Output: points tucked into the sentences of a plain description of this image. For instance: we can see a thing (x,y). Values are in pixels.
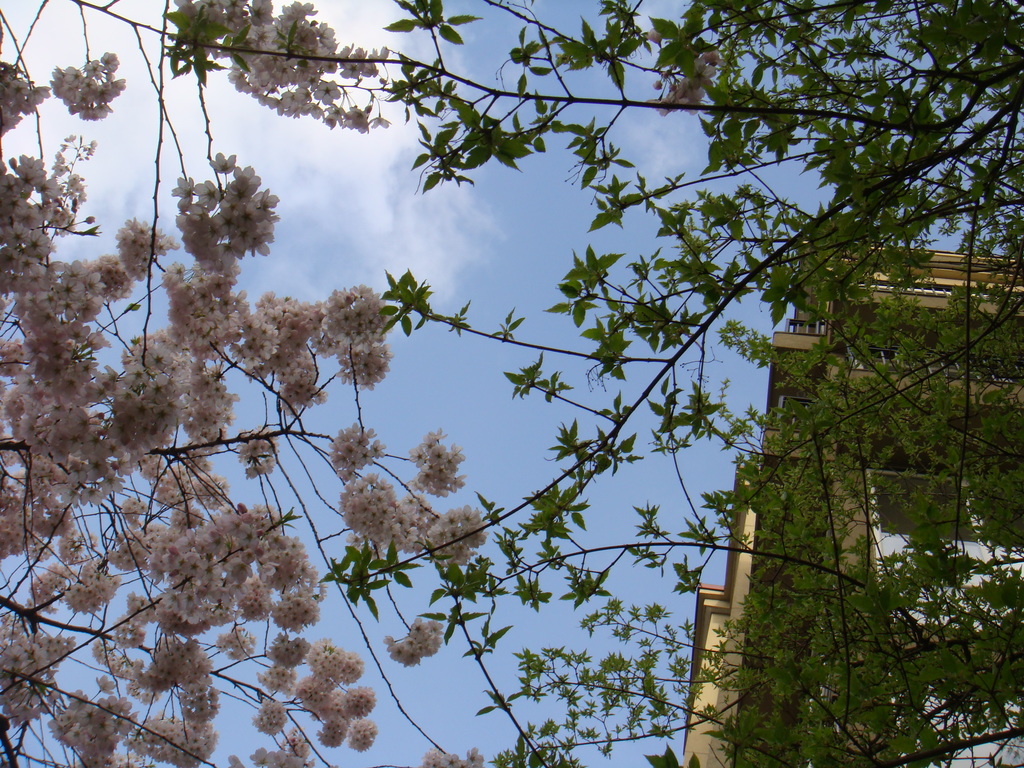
This picture contains a tree (372,435) which is flowering. Beside that, there is a building (750,541) in yellow color. At the top of the picture (548,190), we see the sky (336,253).
